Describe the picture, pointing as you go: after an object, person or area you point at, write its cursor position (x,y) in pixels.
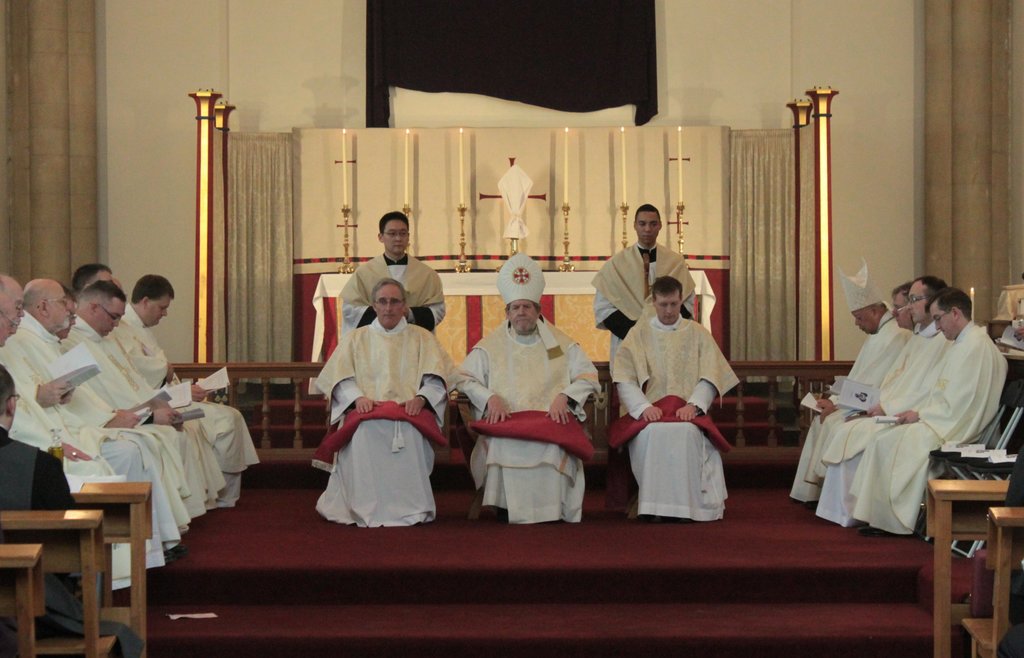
In this picture I can see there are three people (361,406) sitting here, they are wearing white long shirts (362,370) and on to left (91,429) and right there are few people (957,355) sitting and holding the books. In the backdrop (343,138) there are candles (343,196) attached to the candle stand (566,240). There is a wall (186,106) in the backdrop (129,85).
